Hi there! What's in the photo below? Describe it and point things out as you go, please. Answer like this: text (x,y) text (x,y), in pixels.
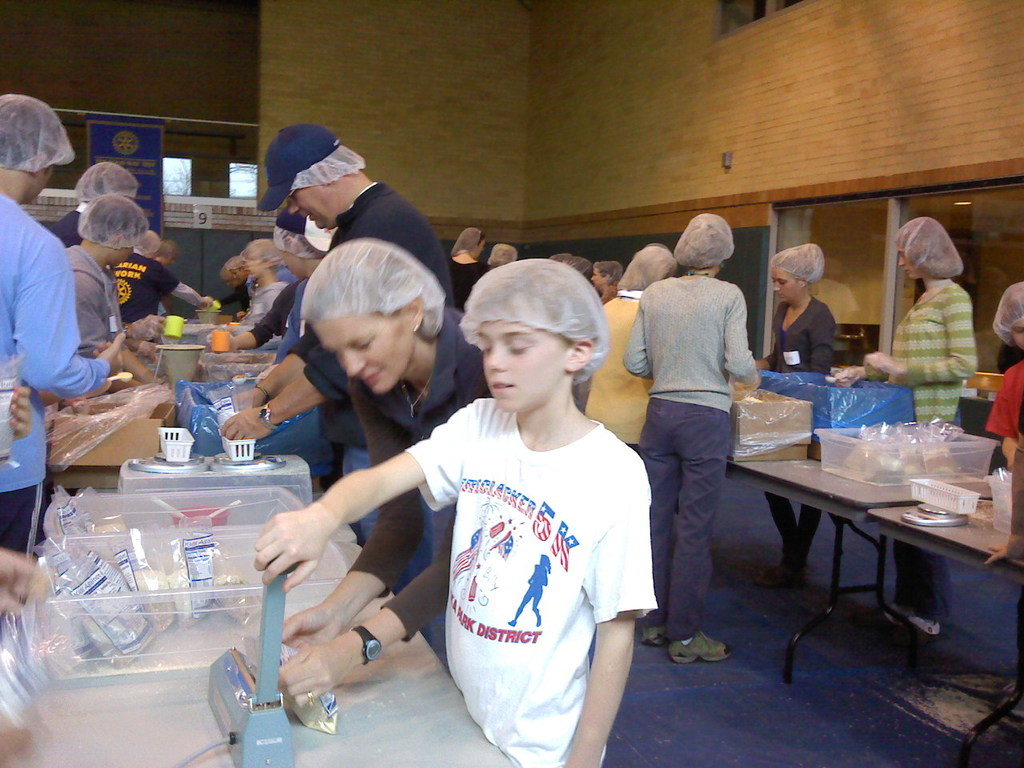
In this picture we can see some persons (564,709) standing on the floor (721,739). This is table (420,718). On the table (436,680) there is a box (164,647). He wear a cap (304,144) and on the background (498,130) there is a wall (694,95).
